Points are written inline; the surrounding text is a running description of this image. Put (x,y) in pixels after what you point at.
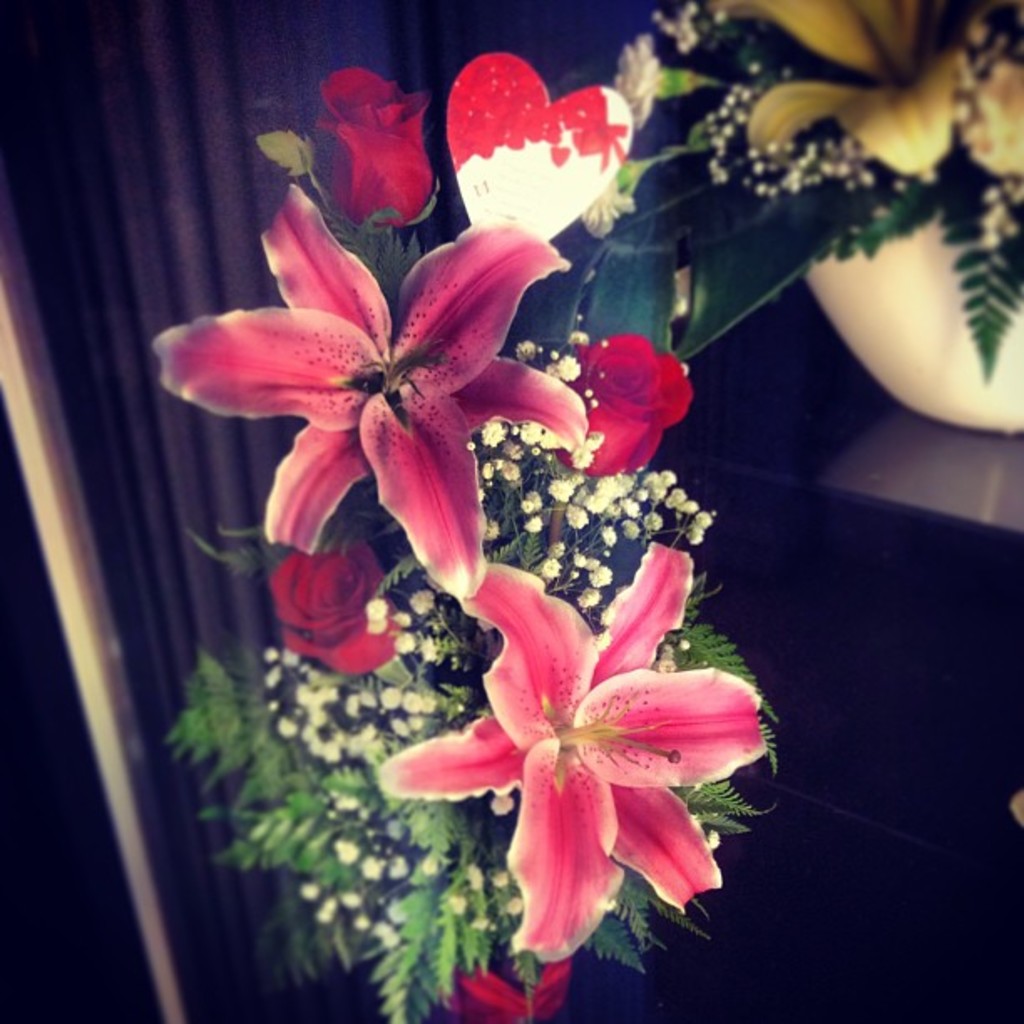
In this picture there are flower vases (654,369) and there are pink and yellow and red colour flowers (488,251) in the vases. At the back (140,190) it looks like a curtain (248,184). On the right side of the image (825,782) it looks like a table (881,577).
